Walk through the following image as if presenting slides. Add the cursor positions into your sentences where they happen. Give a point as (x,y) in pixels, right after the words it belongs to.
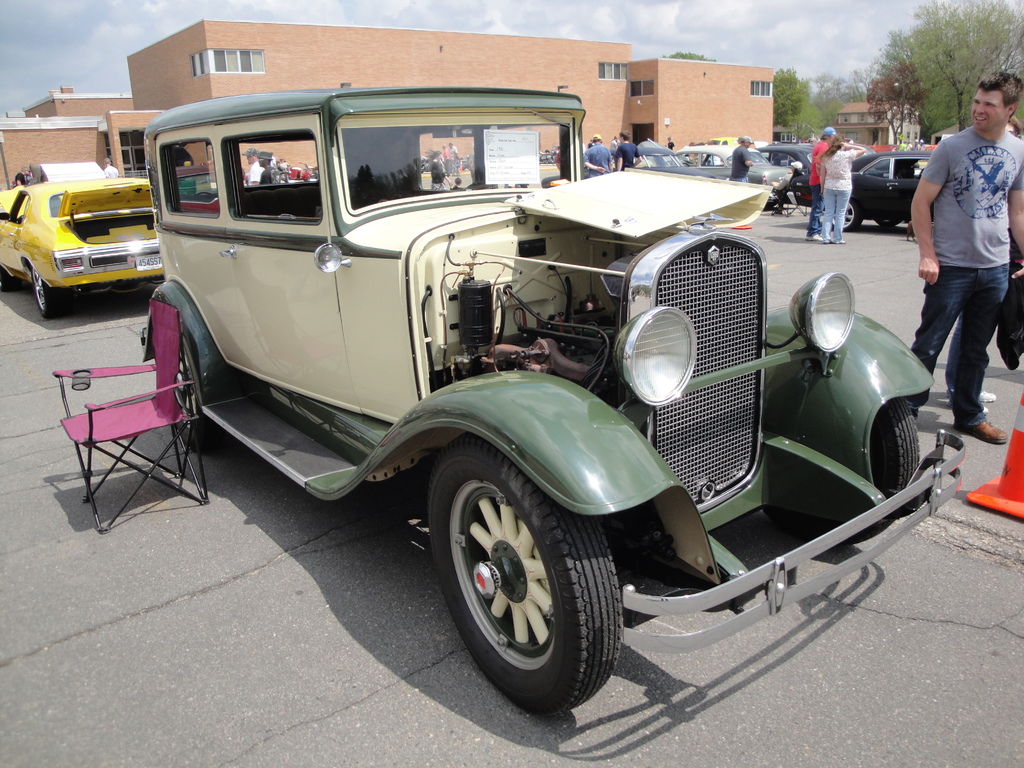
This image is taken outdoors. At the top of the image (766,25) there is a sky (88,41) with clouds (86,42). At the bottom of the image (248,641) there is a road (94,580). In the background (59,112) there are a few buildings (673,95) with walls (644,114), windows (134,142), doors (140,155) and roofs (67,126). There are a few trees (884,78). Many cars (140,279) are parked on the road (893,246). A few people (845,158) are standing on the road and a few (624,145) are walking. On the right side of the image (939,224) a man (939,224) is standing on the road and a man (983,176) is walking and there is a safety cone (1020,470) on the road (232,640). In the middle of the image (470,316) a vintage car (206,447) is parked on the road (183,505) and there is an empty chair (161,399).
